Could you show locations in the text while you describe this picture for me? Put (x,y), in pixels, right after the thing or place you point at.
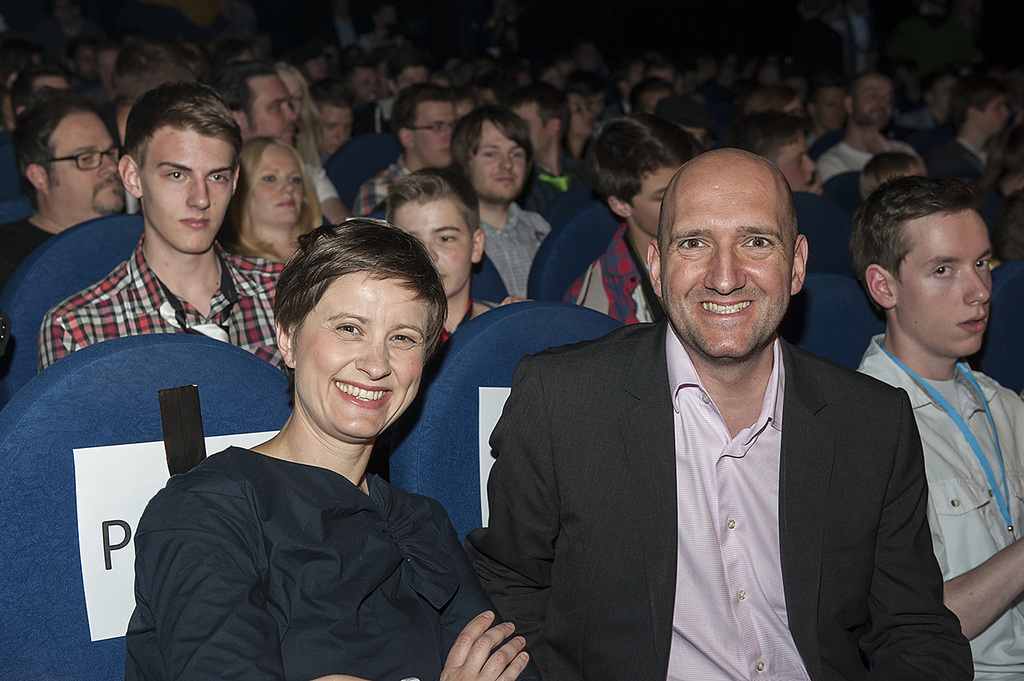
There are few persons (482,191) sitting in blue chair (454,428).
